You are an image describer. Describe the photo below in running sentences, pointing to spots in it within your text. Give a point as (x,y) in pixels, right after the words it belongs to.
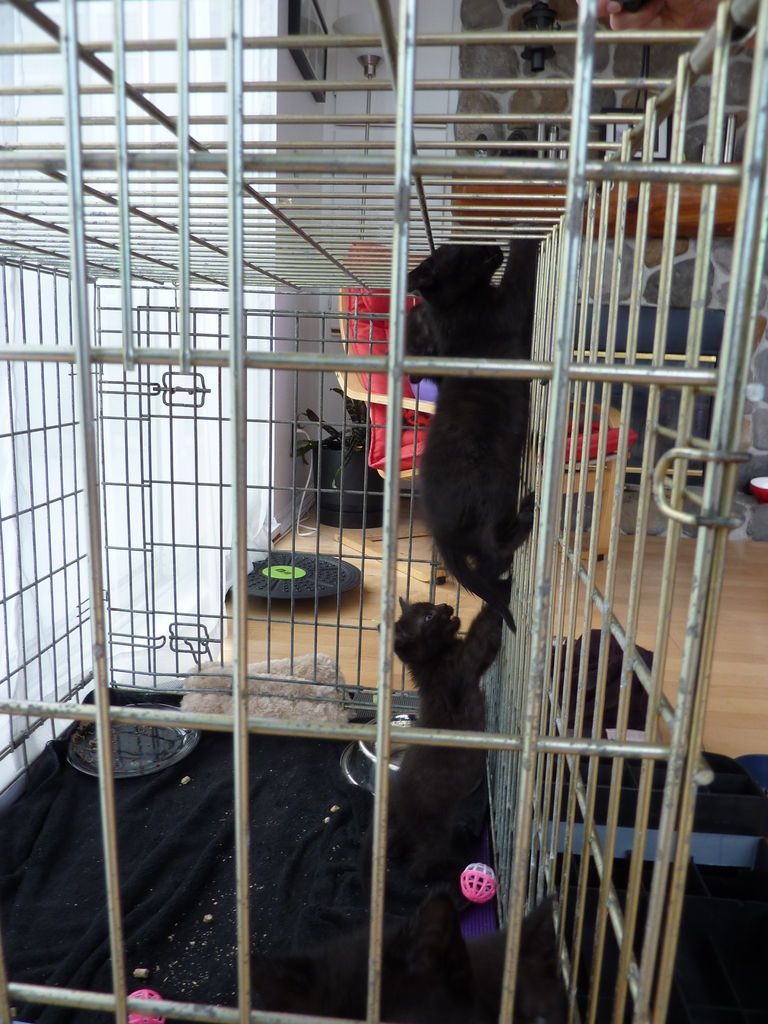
In this image, I can see three cats (456,670), which are black in color. These cats (451,660) are inside the cage (246,898). I can see a plate (161,753), black cloth (190,860), ball (478,900) and few other things (185,782) in it. This looks like a chair (385,431), which is behind the cage (364,257). At the top of the image (312,29), I can see a frame (290,25), which is attached to the wall (284,25). I can see few objects (331,510) placed on the floor (582,590).
